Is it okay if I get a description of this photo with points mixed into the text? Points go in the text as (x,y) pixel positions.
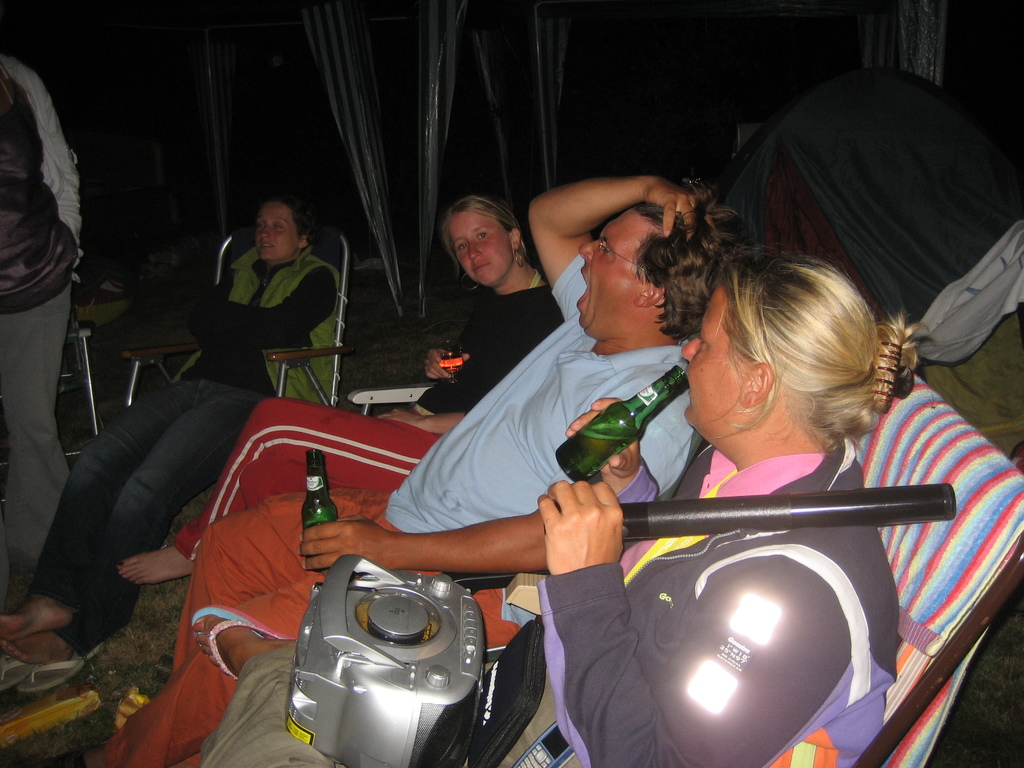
In this image there are a few people (432,350) sitting in chairs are holding bottles (317,505) in their hands (564,514) and there is a tape recorder (453,636) on the lap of a woman (589,678).
